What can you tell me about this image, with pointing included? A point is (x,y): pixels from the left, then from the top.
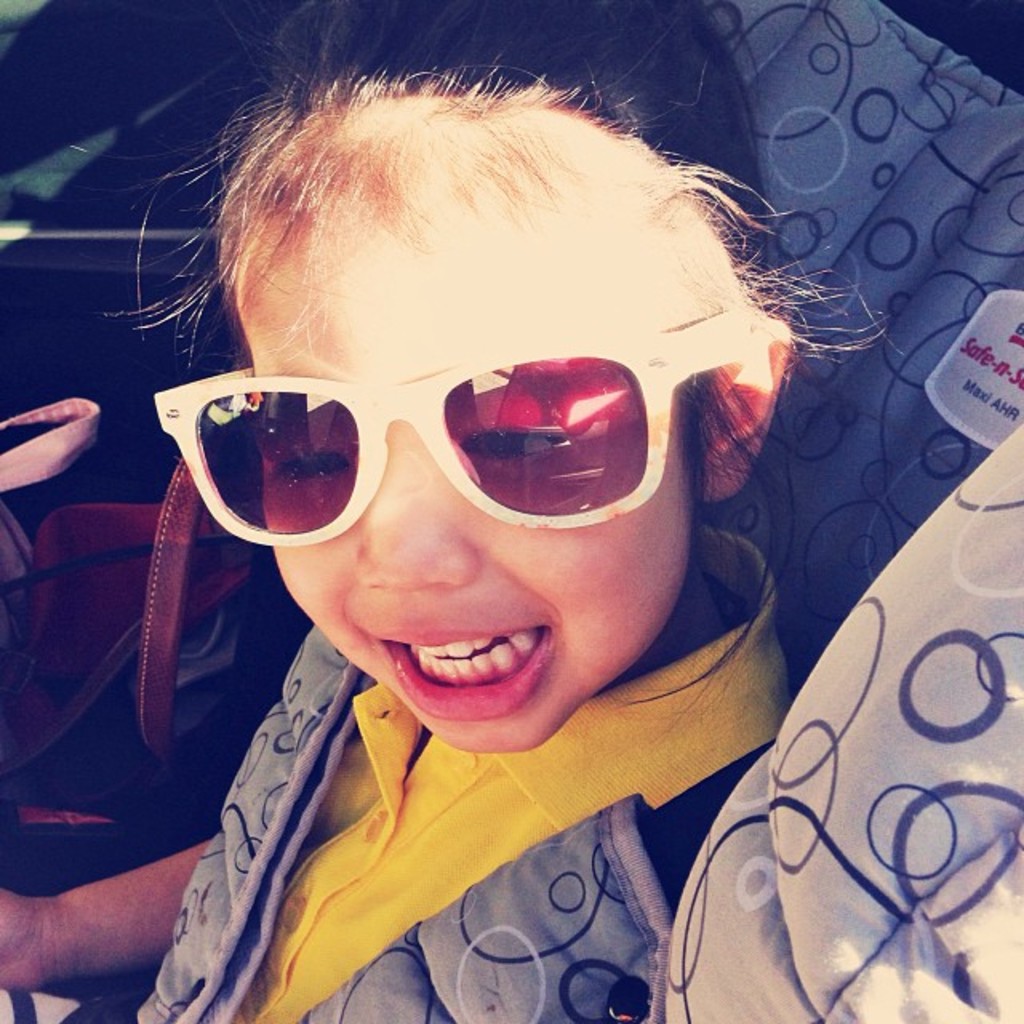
This is the picture of a kid (404,659) who wore spectacles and beside there is a some holder (114,596).
